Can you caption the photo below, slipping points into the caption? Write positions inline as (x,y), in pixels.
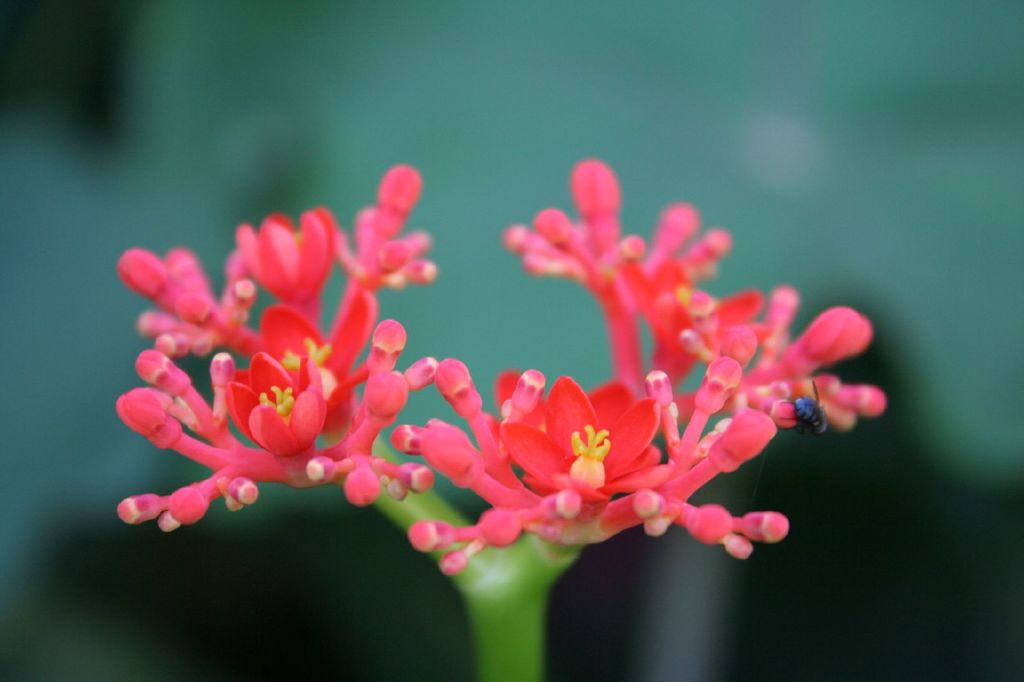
In the picture I can see flowers (443,467). These flowers (465,417) are red in color. The background of the image (646,47) is blurred.
